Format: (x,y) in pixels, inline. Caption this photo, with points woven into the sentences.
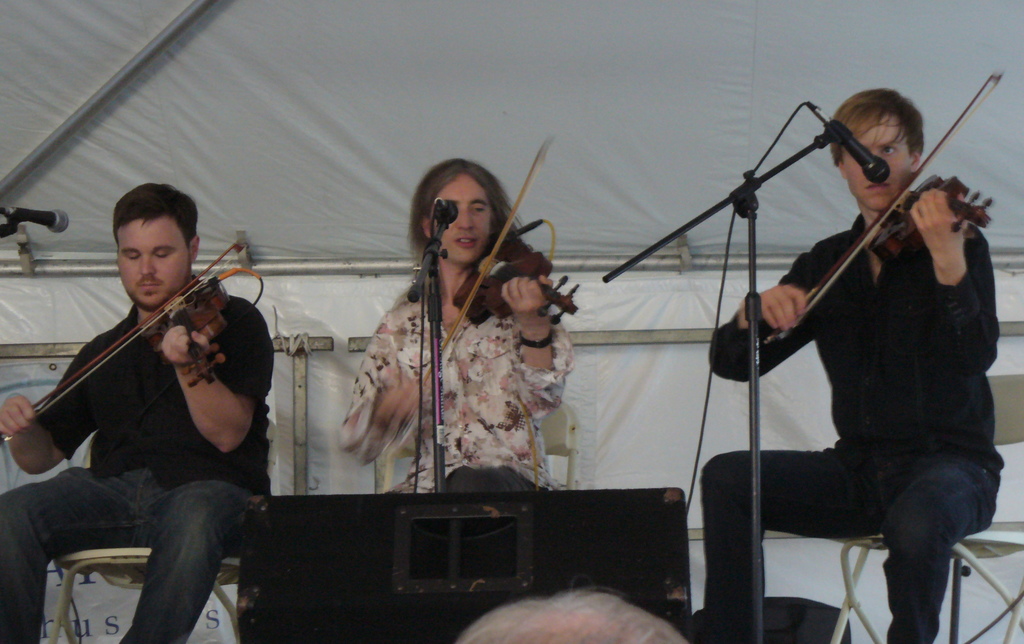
In the image we can see there are three people (960,401) who are sitting on chair (1015,417) and holding violin (970,209) in their hands (28,412).
